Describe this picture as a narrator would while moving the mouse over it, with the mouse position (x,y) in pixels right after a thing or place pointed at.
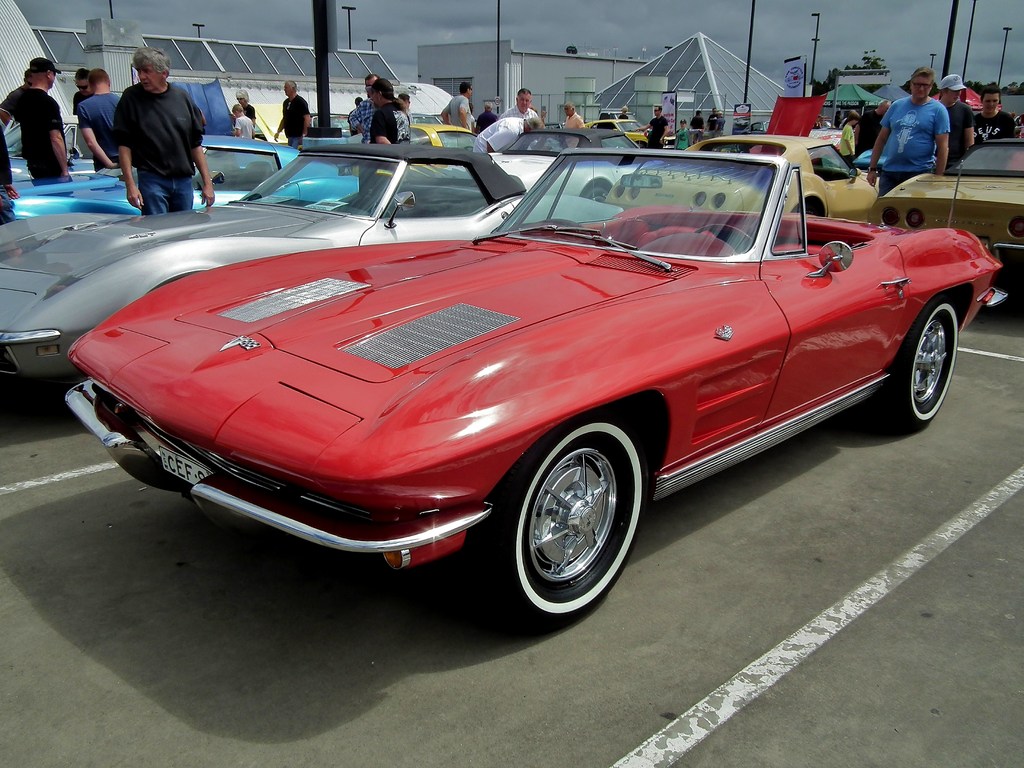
In this image we can see motor vehicles (703,334) in the parking slots (699,557), persons (391,87) standing on the floor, street poles (948,50), street lights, sheds (419,88), buildings (641,99), trees (864,58) and sky (618,36) with clouds (347,40).
